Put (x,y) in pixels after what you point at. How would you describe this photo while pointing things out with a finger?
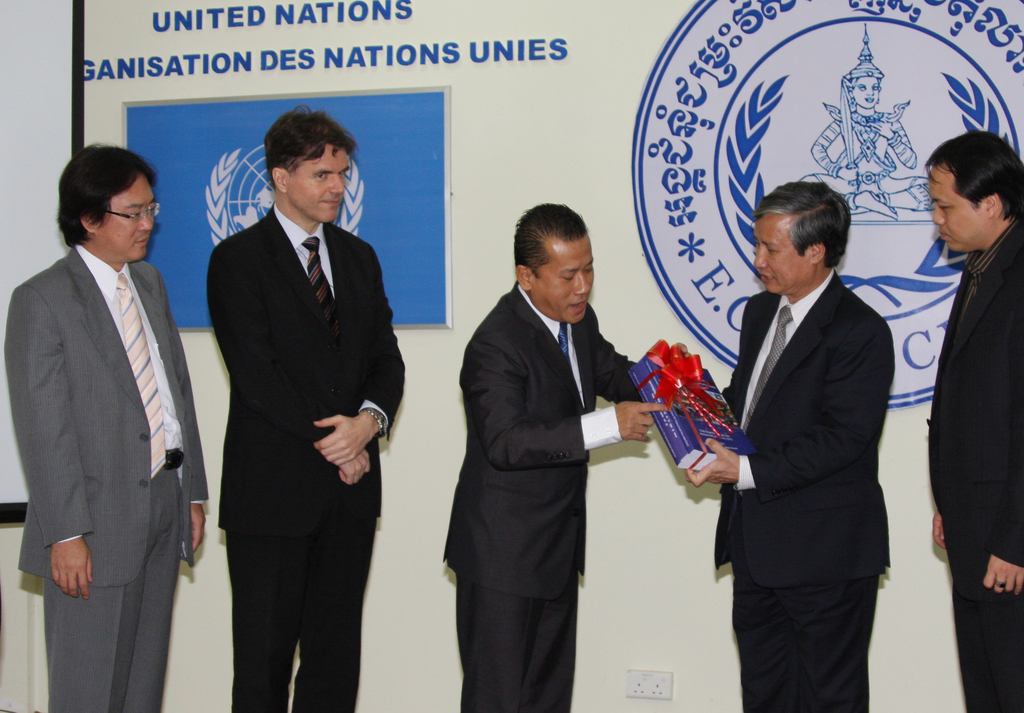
In this image I can see the group of people (528,484) with the blazers (541,549), ties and the shirts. I can see two people (528,528) are holding the book (678,446). In the background (415,213) I can see the boards (358,167) and the screen (17,155) to the wall (242,94). I can see something is written on the wall (368,81).
